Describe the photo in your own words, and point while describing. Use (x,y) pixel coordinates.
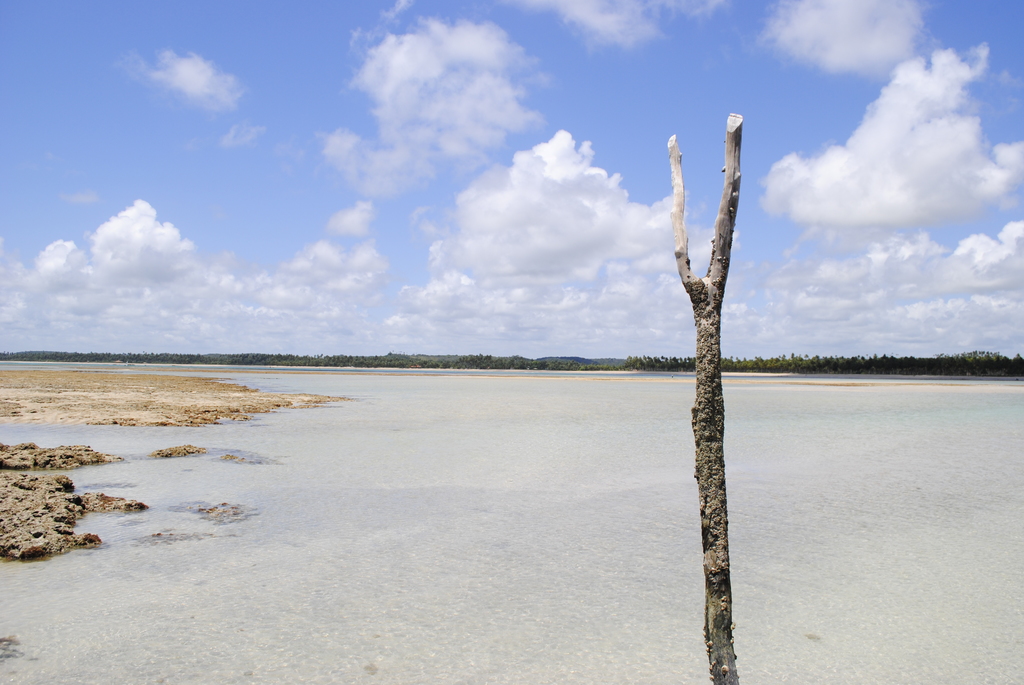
In this image we can see wooden branch (675,232), water (397,463), trees (920,370), sky (618,75) and clouds (543,223).
